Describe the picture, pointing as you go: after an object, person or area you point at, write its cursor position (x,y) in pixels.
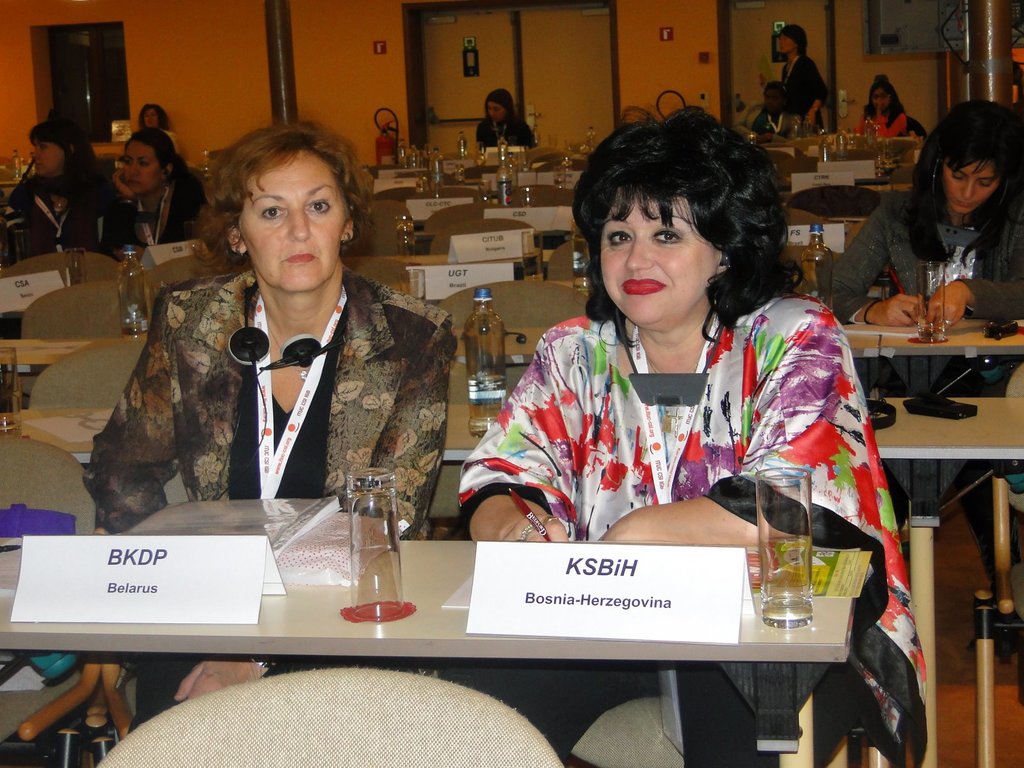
This picture shows a group of people (891,628) seated on the chairs (31,459) and we see a couple of glasses (368,556) on the table (438,564) and a woman (786,92) standing on the back (796,112).
